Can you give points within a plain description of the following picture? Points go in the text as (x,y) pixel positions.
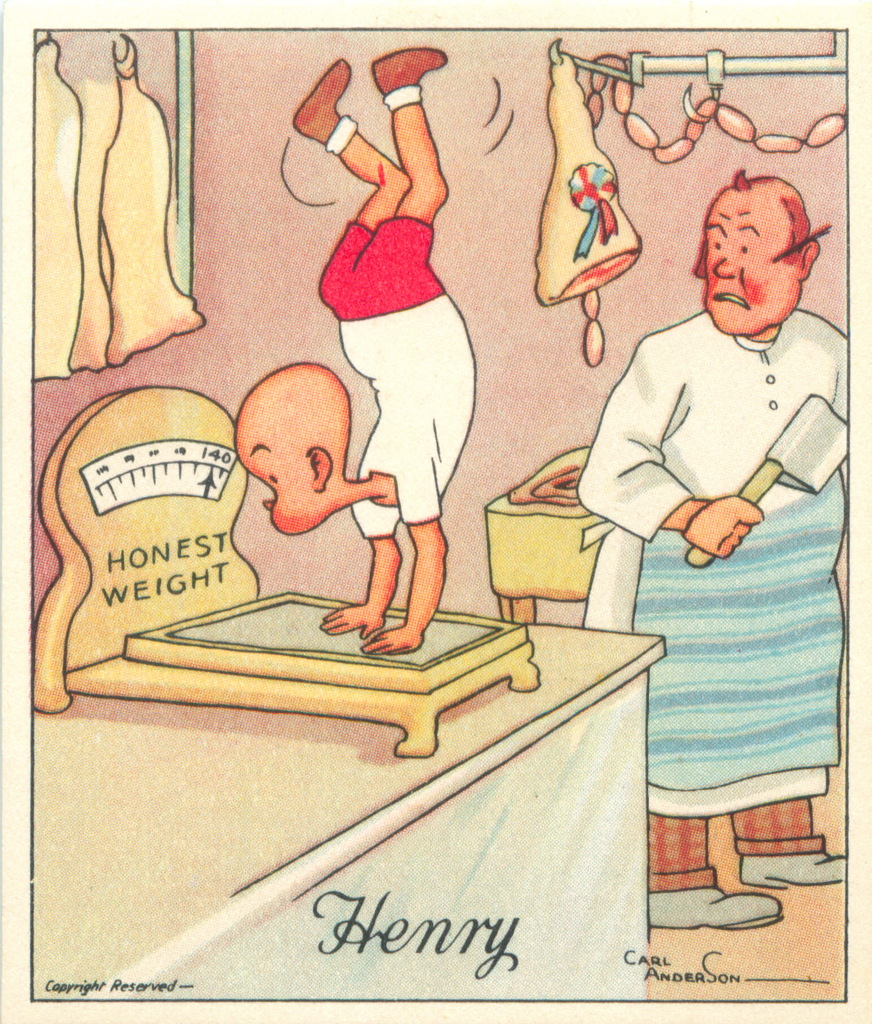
As we can see in the image there is painting (489,260) of wall (253,270), meat (569,285), table (519,532) and two people (407,507).
